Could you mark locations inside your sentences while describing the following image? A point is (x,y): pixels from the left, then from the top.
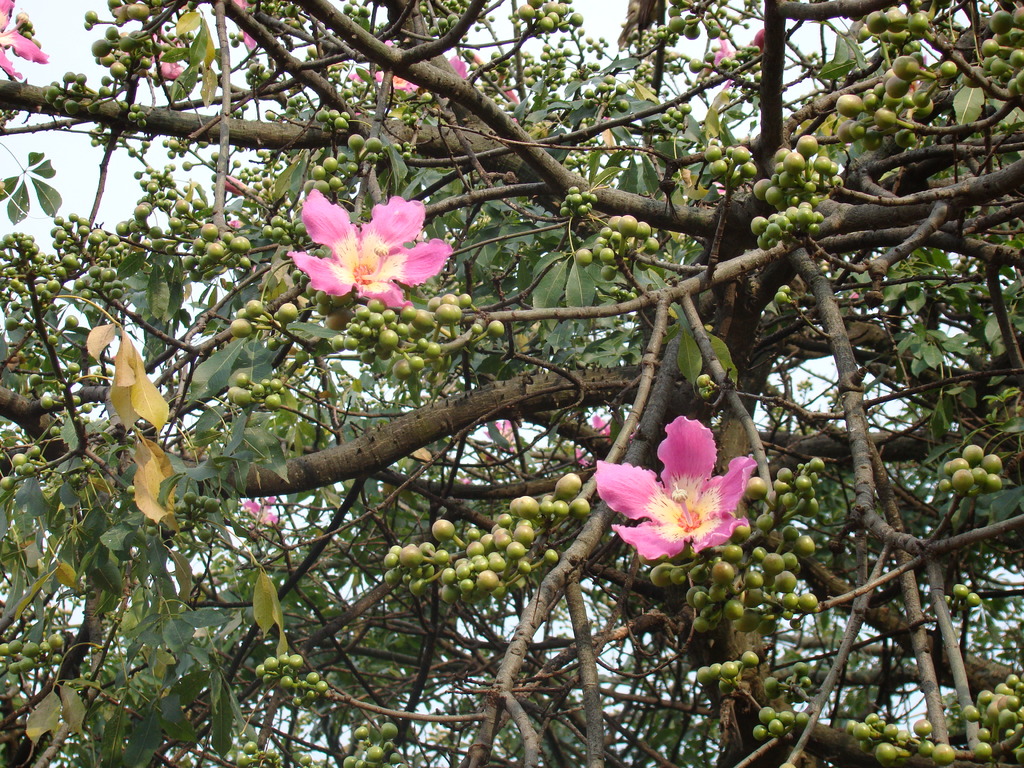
In this picture I can see a tree (339,182) with flowers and fruits (679,113), and in the background (195,195) there is the sky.
